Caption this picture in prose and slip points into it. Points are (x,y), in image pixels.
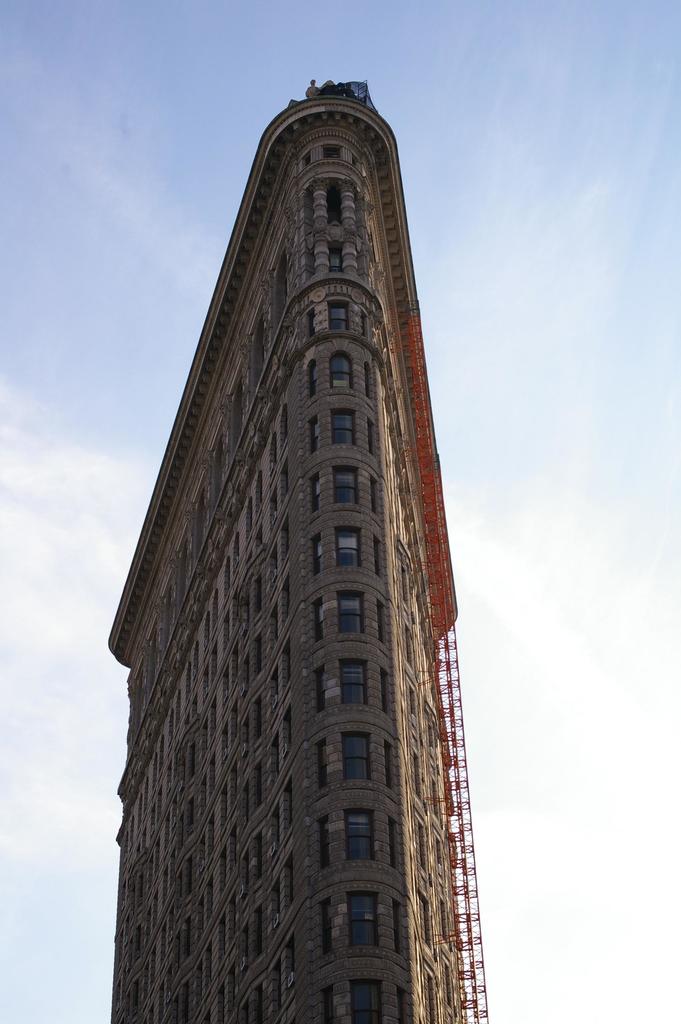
In this image I can see a building (313,703) in brown and black color. I can see few windows (342,700) and sky (503,285) is in blue and white color.
